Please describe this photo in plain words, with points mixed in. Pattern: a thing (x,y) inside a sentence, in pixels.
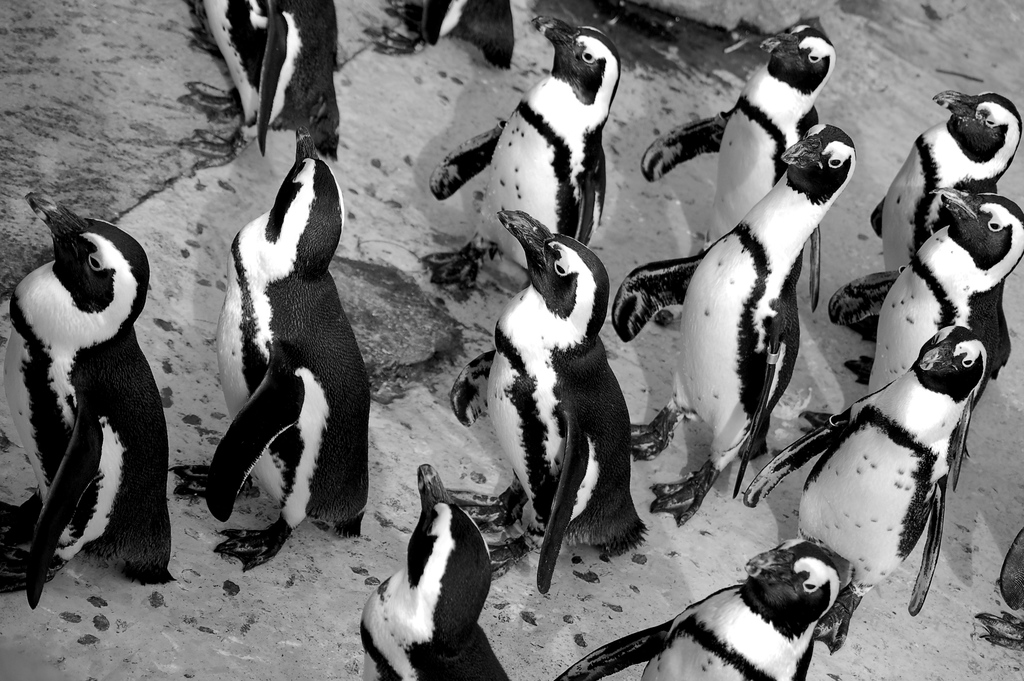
In this image we can see some penguins (860,298) on the surface (369,563).
